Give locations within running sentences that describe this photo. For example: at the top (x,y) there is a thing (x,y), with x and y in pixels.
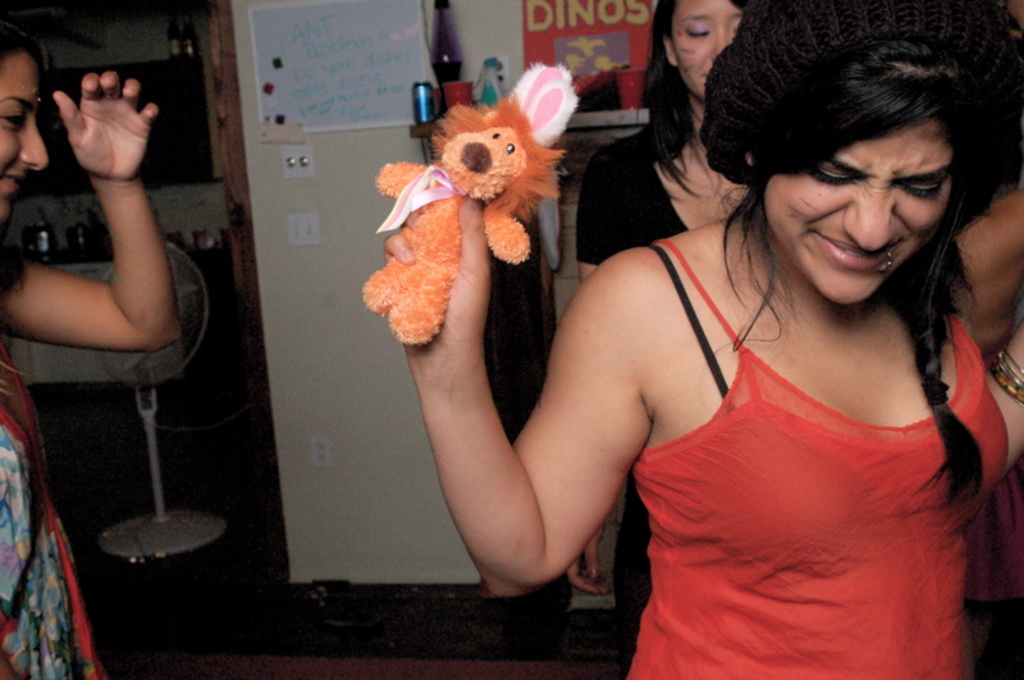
In this image, we can see people (591,248) and one of them is holding a toy (521,249) and wearing a cap (830,34). In the background (392,101), there are boards (412,34) on the wall (479,60) and we can see a table fan (173,378) and some other objects (185,52).
